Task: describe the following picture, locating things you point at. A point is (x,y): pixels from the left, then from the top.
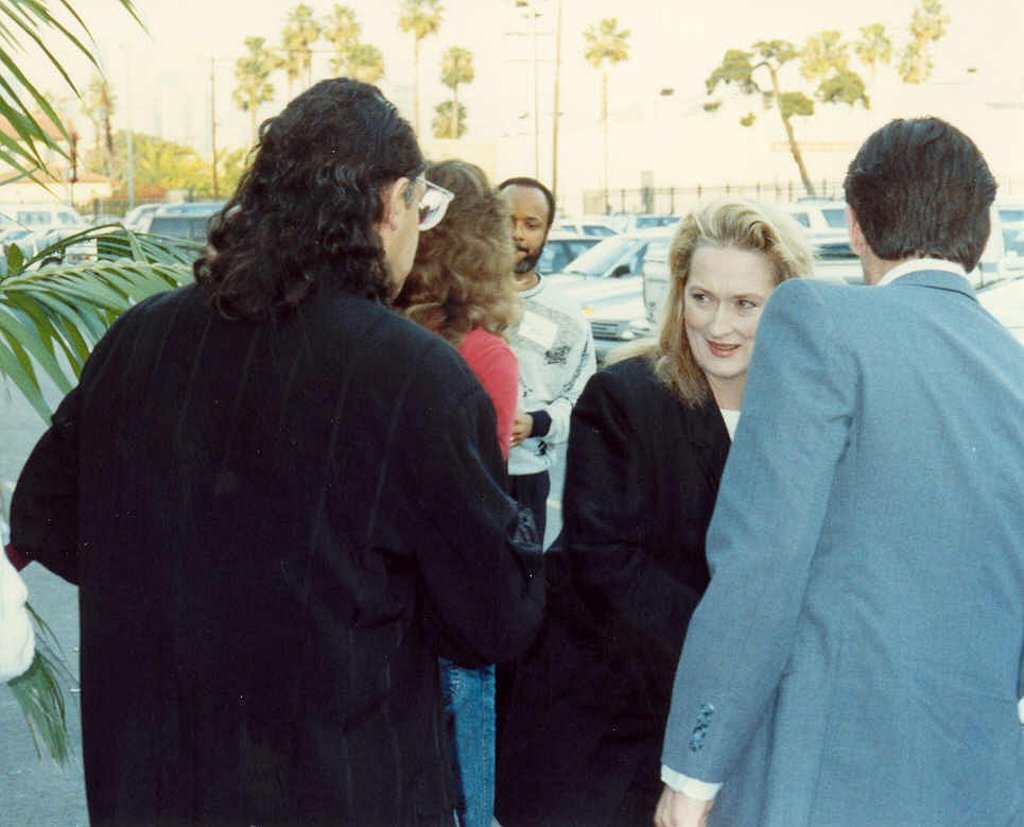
In this picture we can see five people (517,513) standing and a woman (703,514) smiling and at the back of them we can see vehicles (845,226), trees (8,254), fence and some objects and in the background (512,36) we can see the sky (677,87).
